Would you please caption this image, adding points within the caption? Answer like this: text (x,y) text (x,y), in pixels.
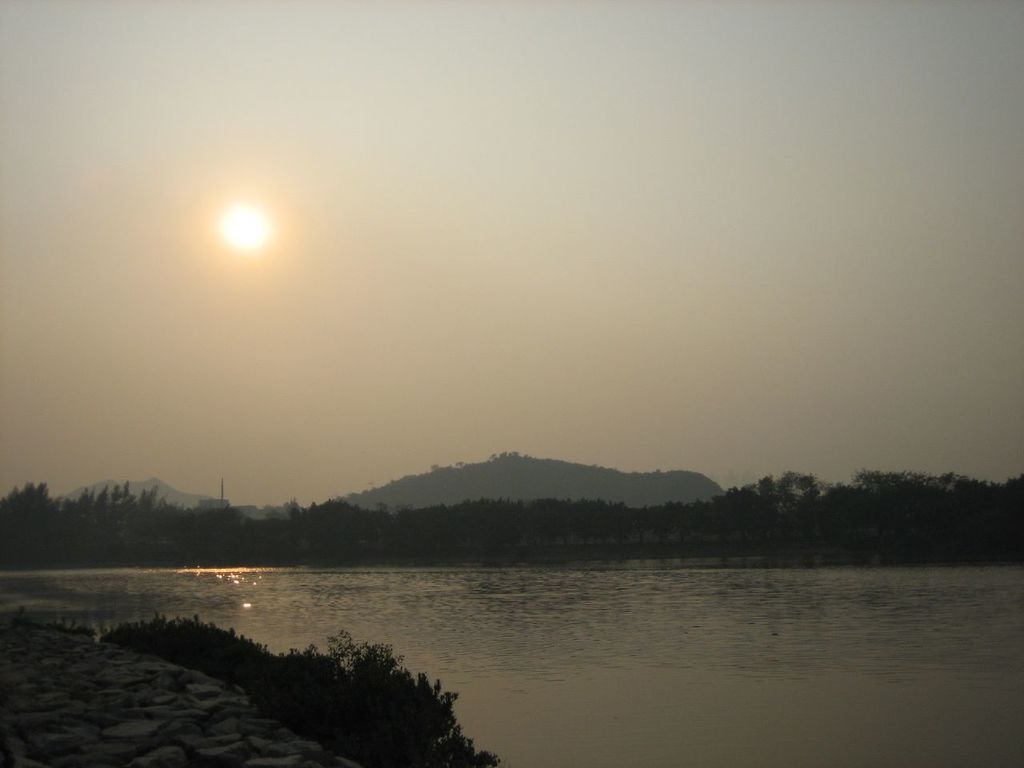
This is an outside view. At the bottom of the image (598,658) there is a river (523,588). On the left side (125,692), I can see the ground (211,690) and some plants (277,661). In the background (496,532) there are some trees (189,534).
